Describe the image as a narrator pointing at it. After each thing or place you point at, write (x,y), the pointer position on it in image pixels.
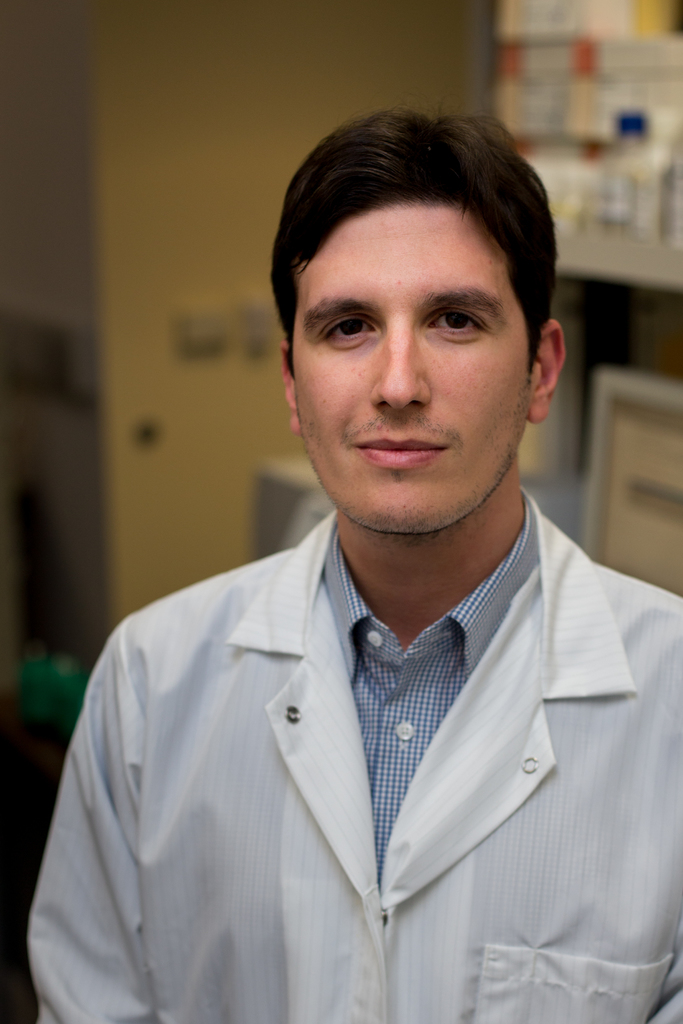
This is a zoomed in picture. In the foreground (535,716) there is a man (381,424) wearing a white color apron (471,735) and seems to be standing on the ground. The background of the image (614,62) is blur and we can see there are some objects (607,163).
